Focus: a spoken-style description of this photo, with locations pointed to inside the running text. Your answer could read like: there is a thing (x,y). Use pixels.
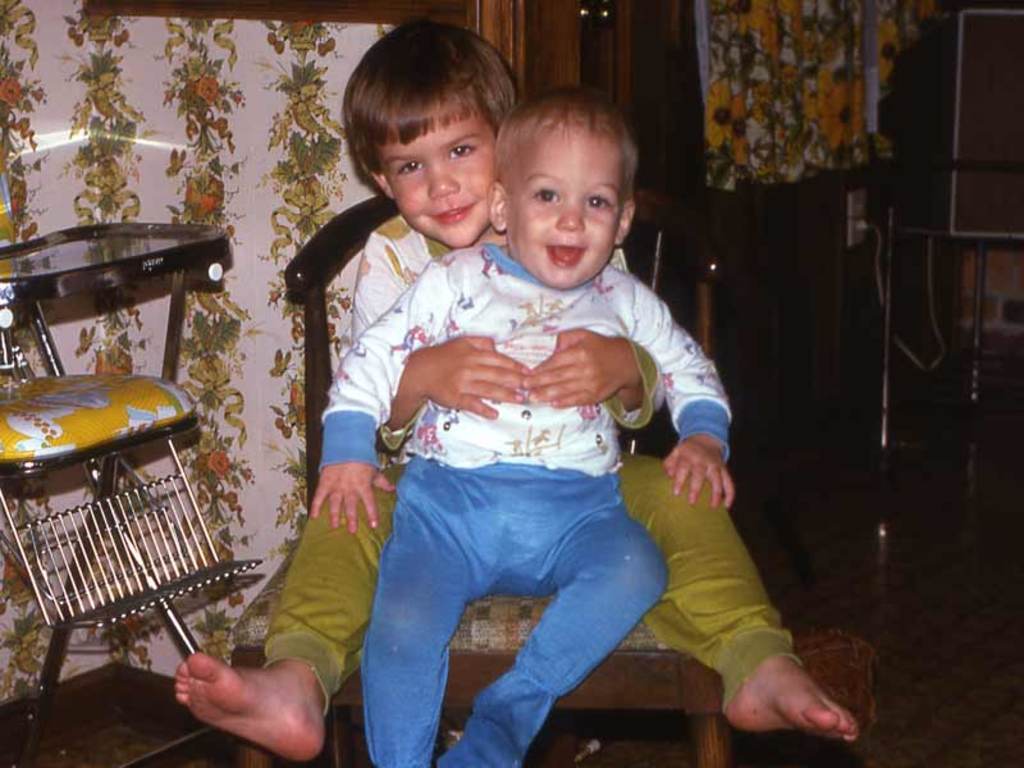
There are two kids (320,591) sitting on a chair (706,764) beside a iron stand (193,233).
